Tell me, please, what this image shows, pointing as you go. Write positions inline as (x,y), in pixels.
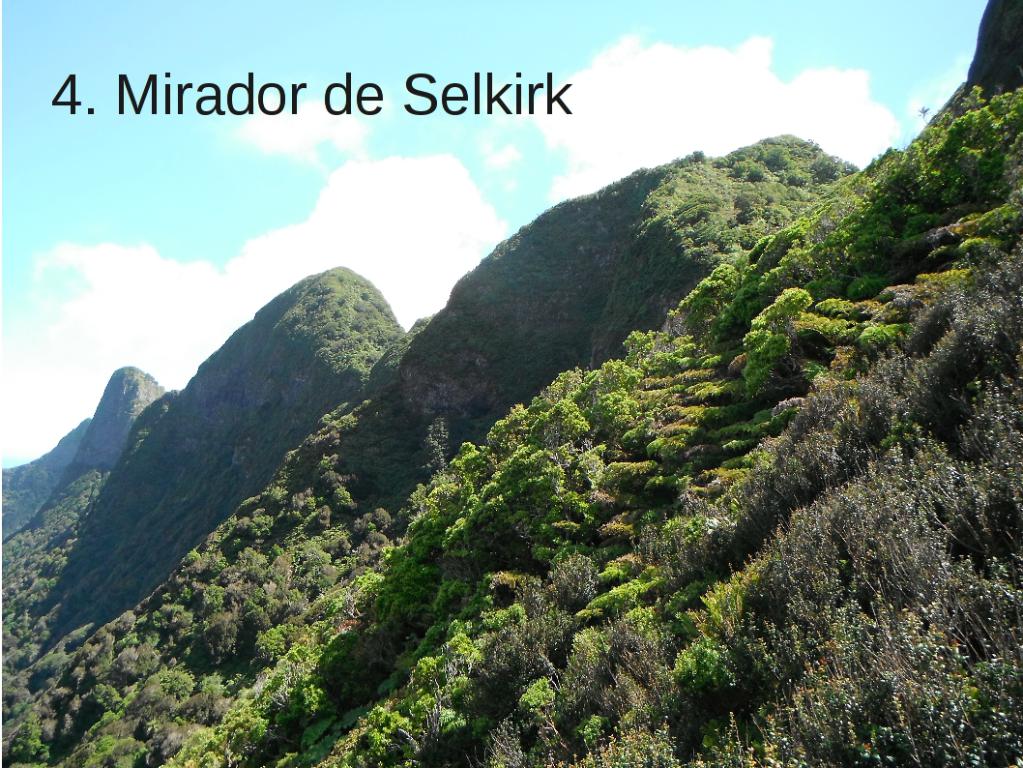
In this image, we can see some mountains (419,399) and there are some green plants (556,424) and trees (524,430), at the top (412,41) there is a sky (467,46).
